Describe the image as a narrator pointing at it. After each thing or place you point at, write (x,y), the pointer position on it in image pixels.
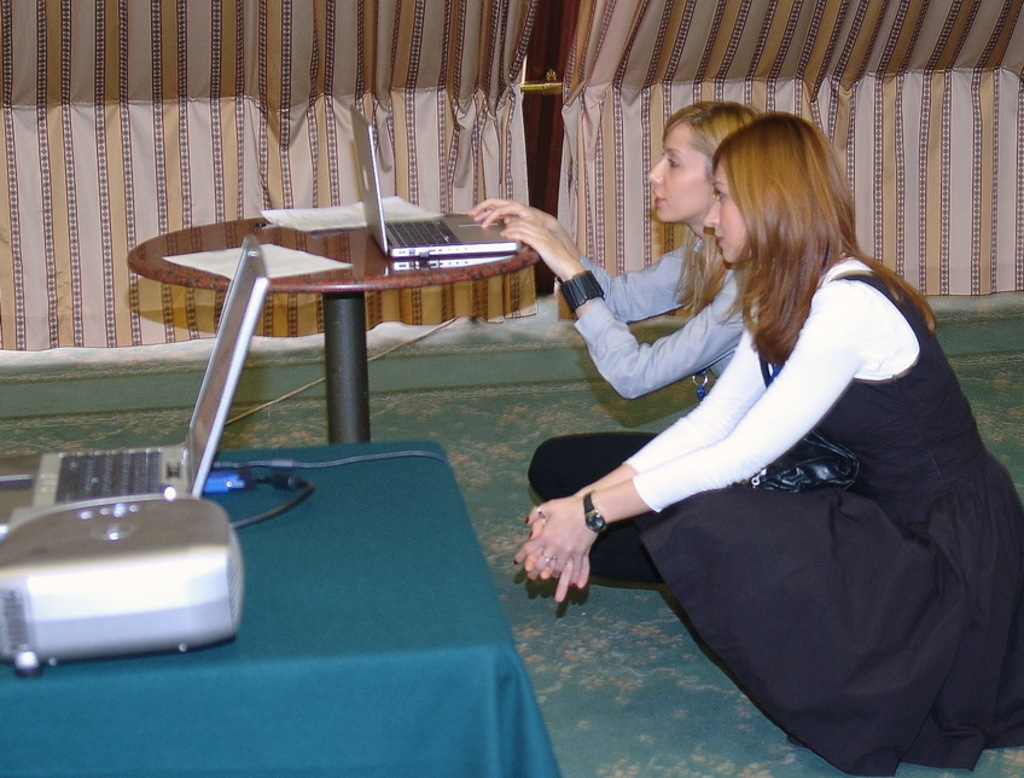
On the right (717,321) there are two women (710,340) looking at the laptop (408,230) which is on the table (358,234). There is also another laptop (124,480) and projector (155,599) on the table (386,579). In the background (375,103) there is a curtain (434,110).
